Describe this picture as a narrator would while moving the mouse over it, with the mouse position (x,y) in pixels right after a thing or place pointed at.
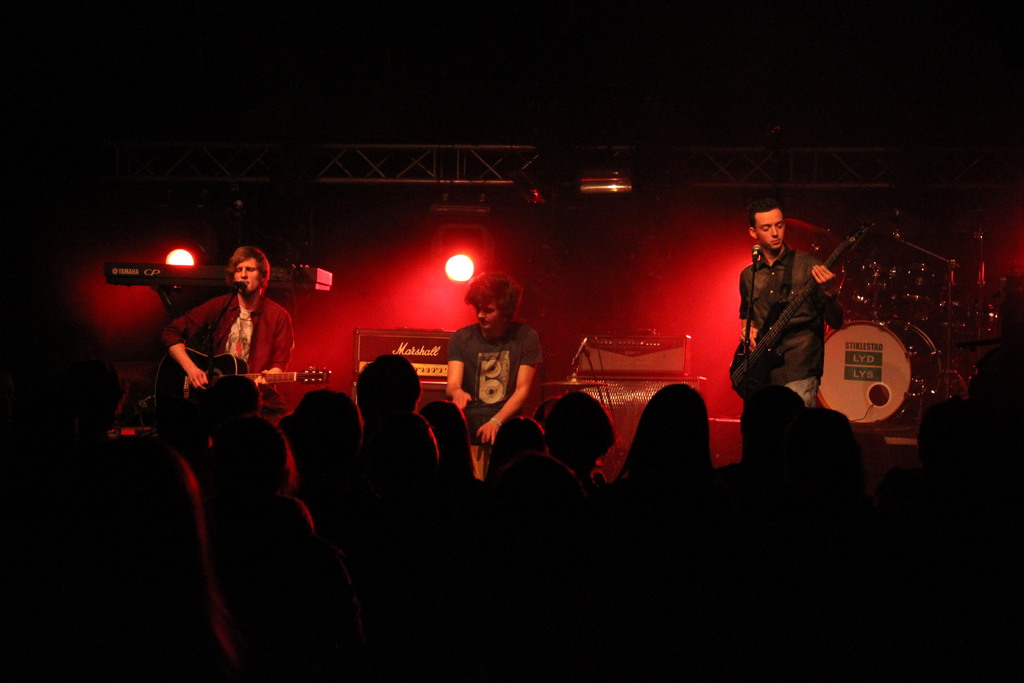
In this picture there is a man (500,342) who is sitting on the table (473,451), beside him there are two persons (802,392) who are playing a guitar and standing in front of the mic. Backside of them I can see the musical instruments (681,381) and focus lights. At the bottom (712,499) I can see the audience (545,607) who are standing near to the stage (740,436). At the top (362,54) I can see the darkness (543,39).
